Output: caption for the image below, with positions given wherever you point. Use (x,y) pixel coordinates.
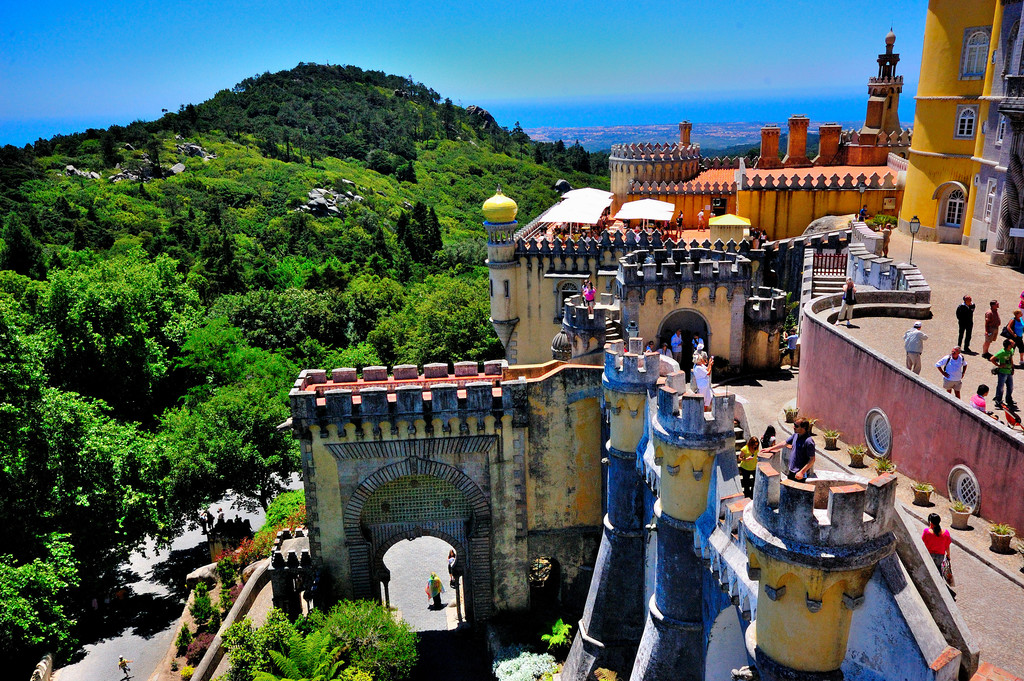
In the foreground of this image (816,437), there is a palace (758,467). On the left (298,226), there is a greenery (288,235) and a road (168,600). At the top (468,63), there is the sky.
